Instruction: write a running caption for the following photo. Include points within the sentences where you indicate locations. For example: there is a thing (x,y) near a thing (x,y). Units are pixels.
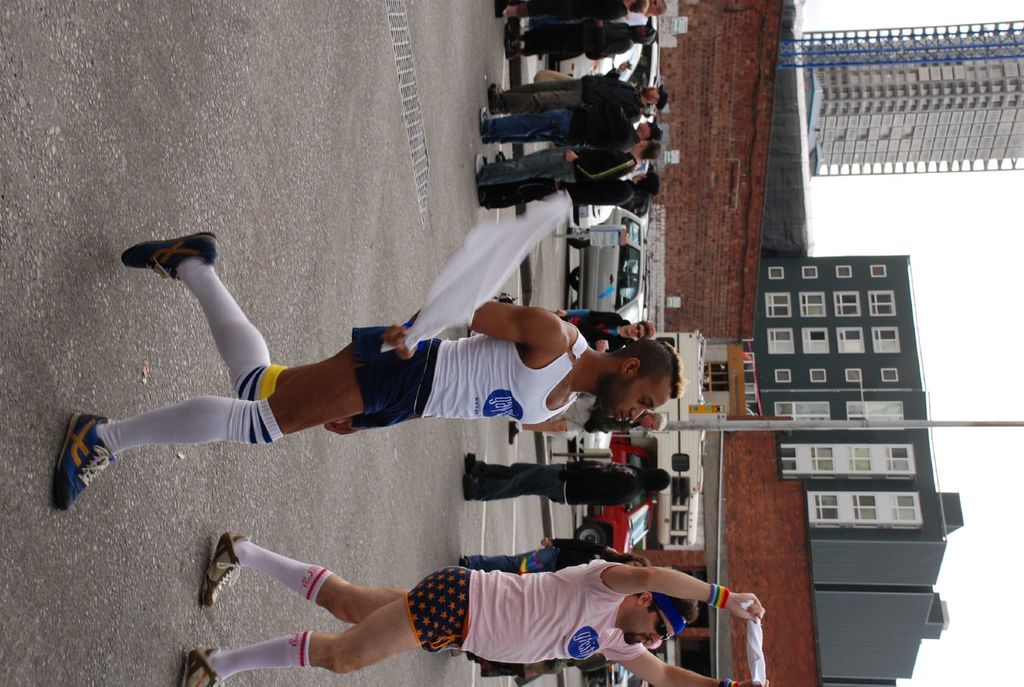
This image is taken outdoors. On the left side of the image (98,595) there is a road (87,322). On the right side of the image (975,344) there is the sky (964,454) and there are two buildings (752,451) with walls (753,537), windows (795,471), doors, balconies (939,99) and roofs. There is a pole (846,420). A few cars (634,230) are moving on the road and a vehicle (701,360) is parked on the road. In the middle of the image (562,334) a few people (575,179) are standing on the road (197,343) and two men (550,638) are walking on the road (512,283) and they are holding white clothes (759,646) in their hands (742,617).
